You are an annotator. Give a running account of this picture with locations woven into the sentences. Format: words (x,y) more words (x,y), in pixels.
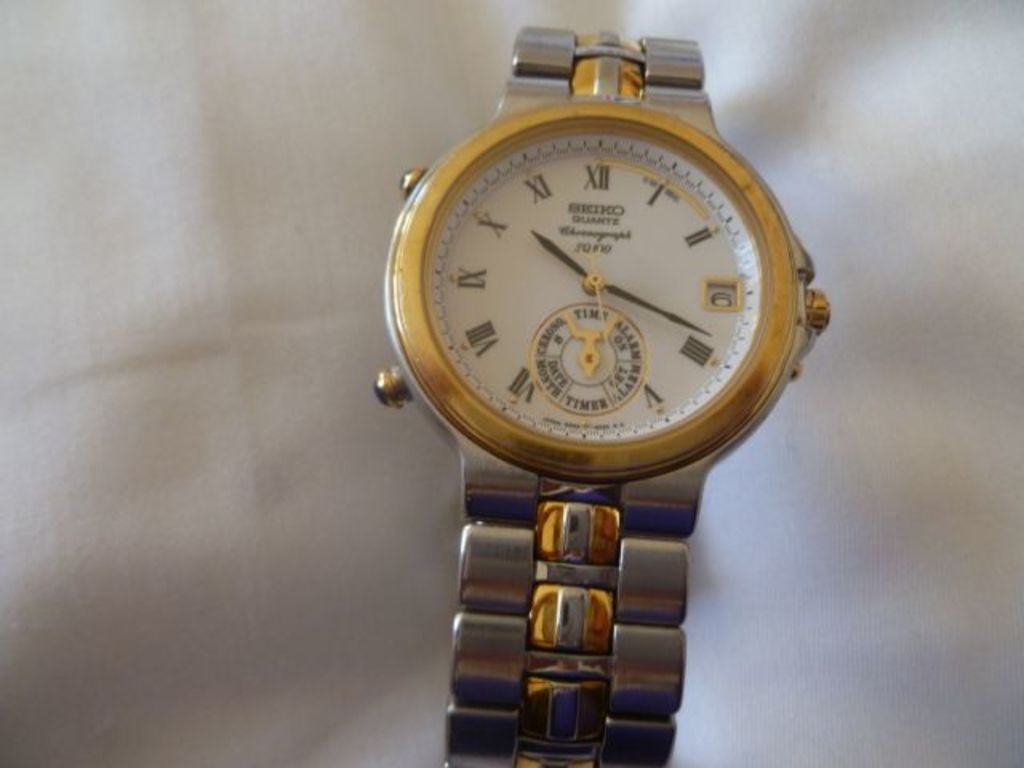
In this image we can see a wrist watch (719,380) placed on a surface (305,247).
